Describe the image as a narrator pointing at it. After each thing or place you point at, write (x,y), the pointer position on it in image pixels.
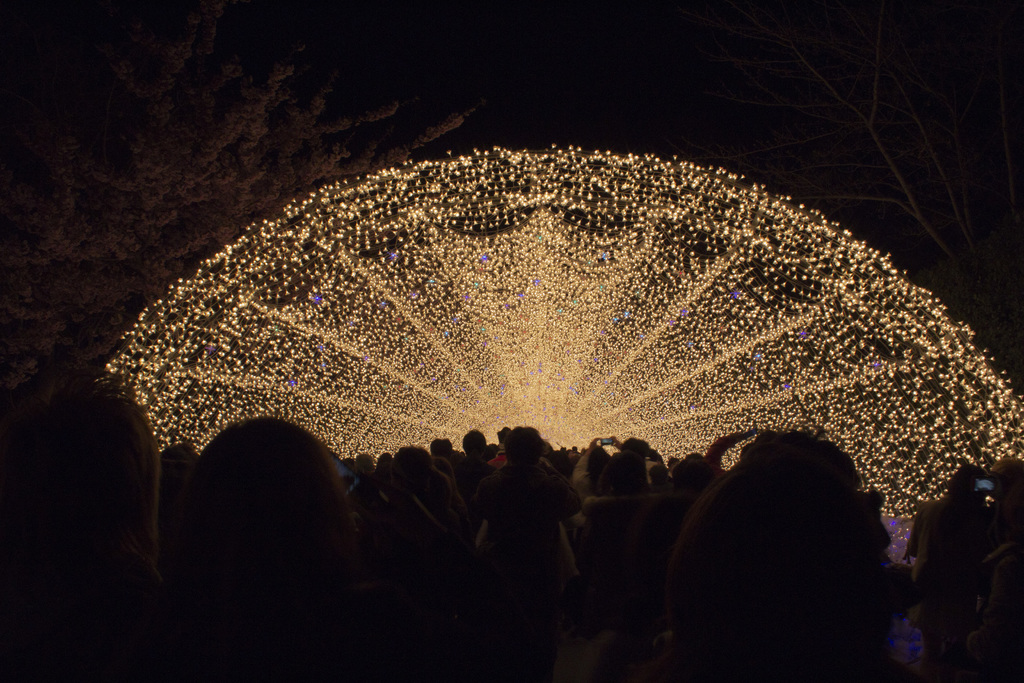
In this image we can see people (365,473). At the top of the image (410,179) there are lights (513,382). To the left side of the image (149,302) there is a tree (205,121).
